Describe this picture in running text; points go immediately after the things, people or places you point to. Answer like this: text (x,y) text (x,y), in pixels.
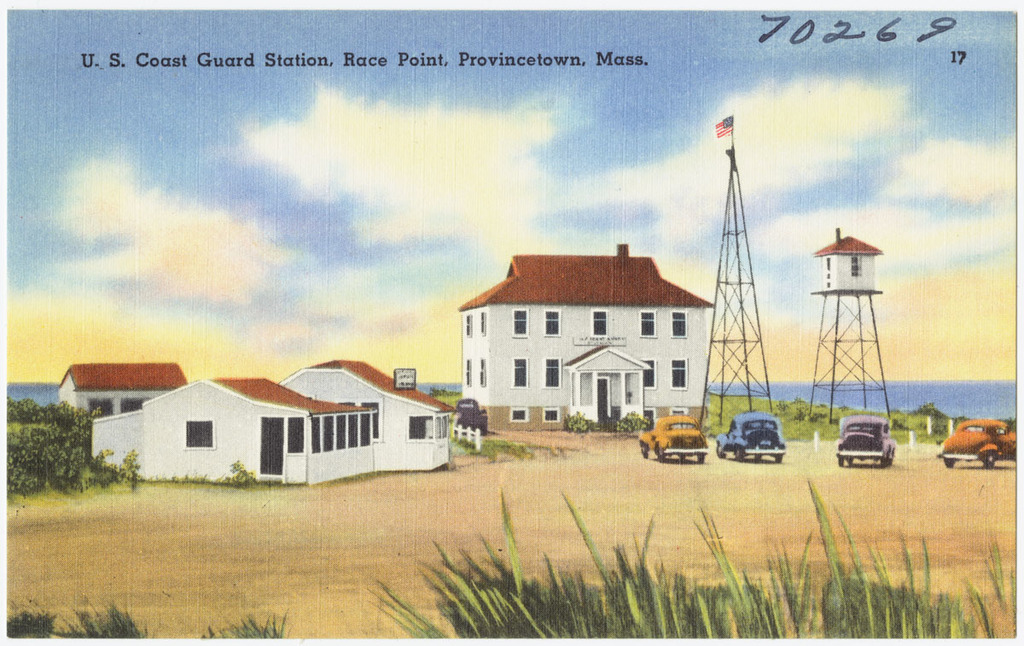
In the middle of the image (541,344) I can see houses (287,425). On the left side of the image (45,433) I can see trees (63,445). On the right side of the image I can see the cars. At the top of the image (160,53) I can see some written text (241,53).
